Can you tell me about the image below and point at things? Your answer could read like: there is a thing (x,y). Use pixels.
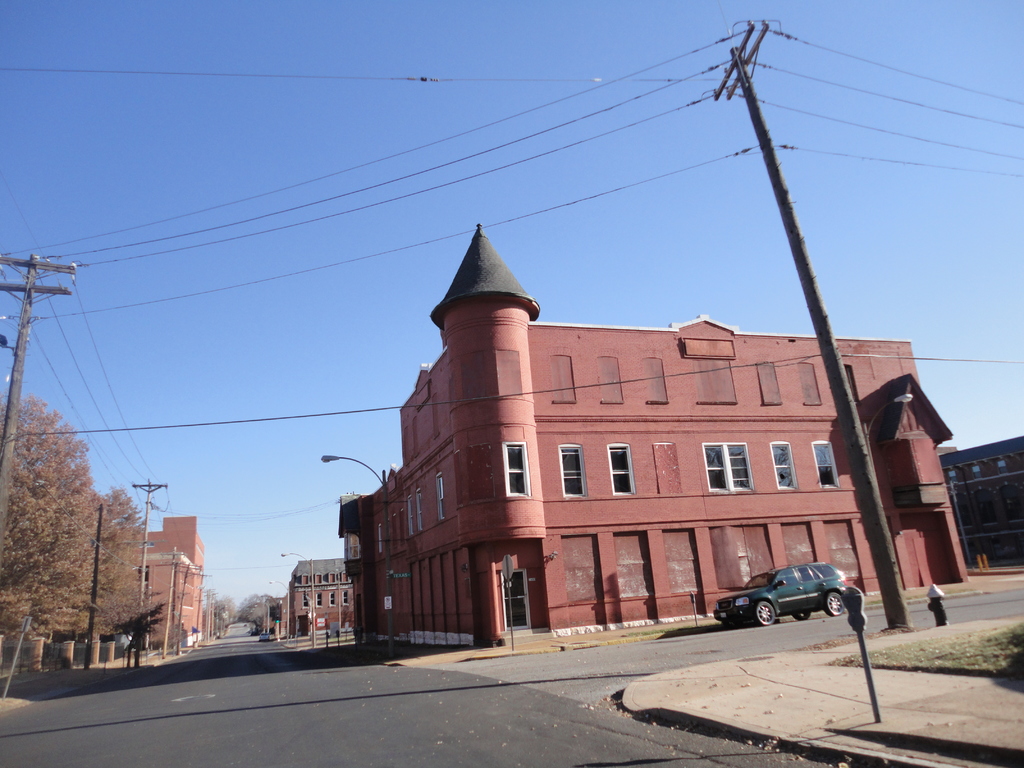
In this image there is a road (338,702) in the bottom of this image (421,673) and there are some buildings (459,599) in the background (505,541). There is a car (769,590) on the right side of this image (762,616) and there are some trees (128,612) on the left side of this image (112,544). There is a sky (413,190) on the top of this image (449,132). There are some current poles (788,233) on the right side of this image (806,274) and left side of this image (26,289) as well.
